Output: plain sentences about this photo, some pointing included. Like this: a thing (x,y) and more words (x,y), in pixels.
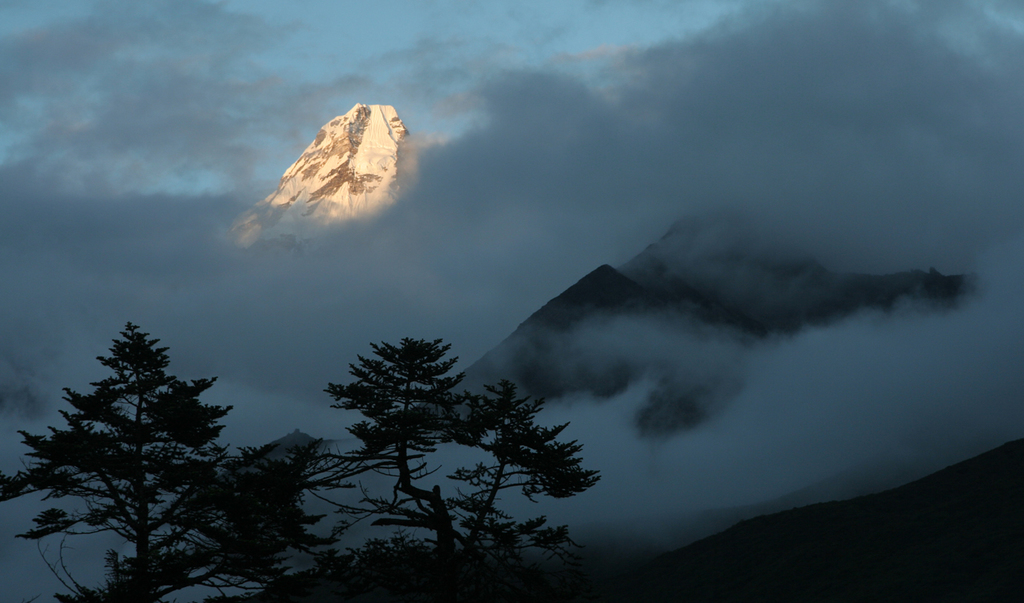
In this image we can see mountains (305,163), hills (568,302), trees (539,453) and sky (443,165) with clouds (267,304).
